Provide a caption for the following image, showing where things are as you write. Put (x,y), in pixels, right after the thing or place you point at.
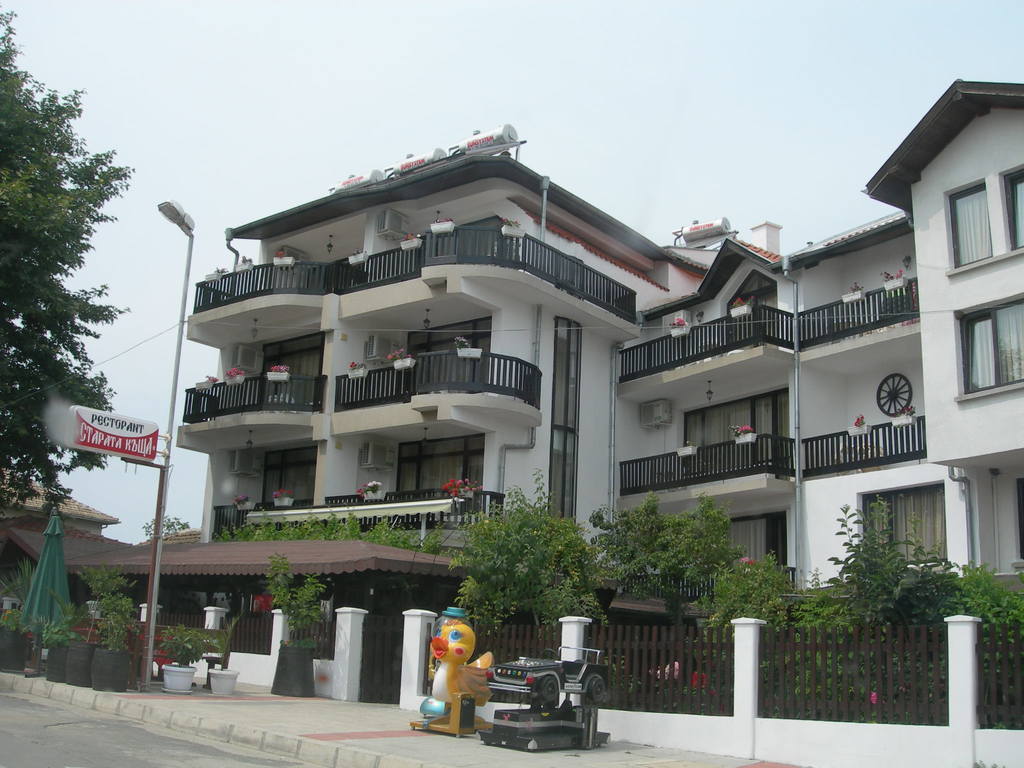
In this picture we can see a building (570,255) and few flower pots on this building (513,471). There is an air conditioner (656,419) in this building (693,276). We can see few flower pots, tree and an umbrella (58,579) on the left side (54,551). There is a toy (457,661) and a black object (544,680) on the path (250,705). We can see some fencing (532,629) from left to right.
